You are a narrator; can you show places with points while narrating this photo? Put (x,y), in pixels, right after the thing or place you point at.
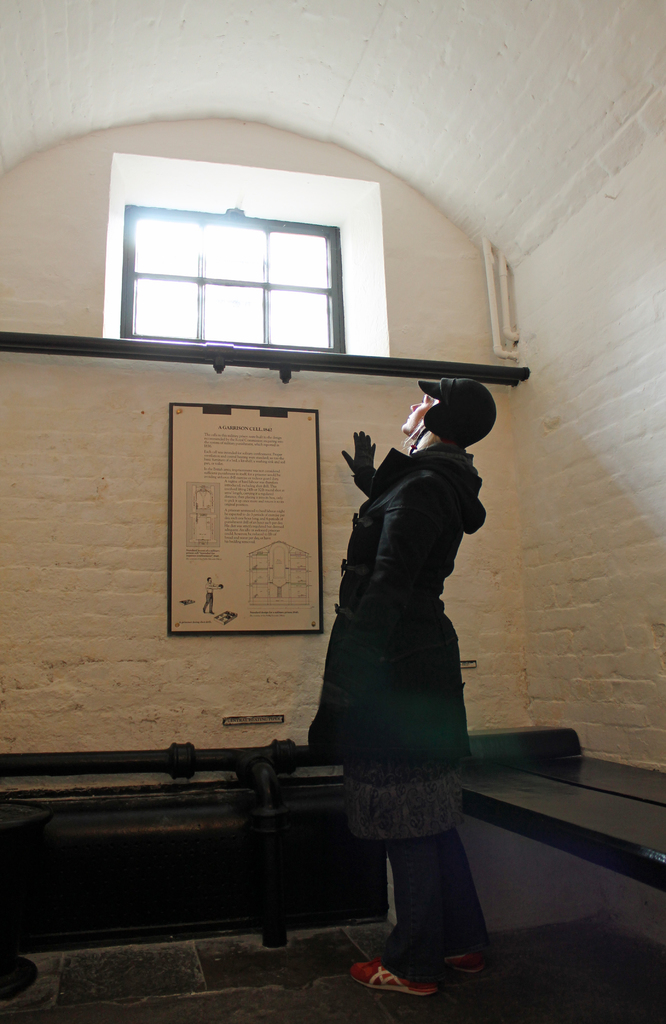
In the center of the image (348,570) there is a woman (420,778) standing on the floor (228,961). In the background (38,572) we can see poster (186,437), wall (90,580), ventilation (150,278), pipes (492,278) and bench (582,789).
